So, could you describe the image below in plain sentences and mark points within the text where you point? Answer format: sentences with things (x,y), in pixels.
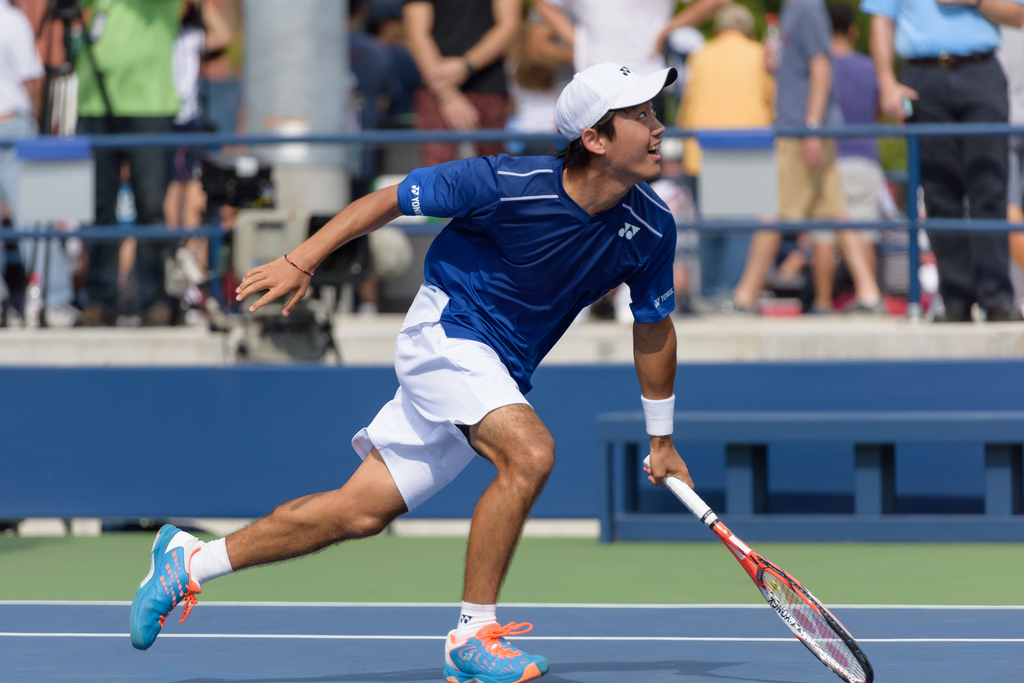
This picture shows a man (635,84) playing tennis holding a tennis racket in his hand (669,438) in the tennis court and we see people (960,153) standing and watching and we see a camera (238,197).
